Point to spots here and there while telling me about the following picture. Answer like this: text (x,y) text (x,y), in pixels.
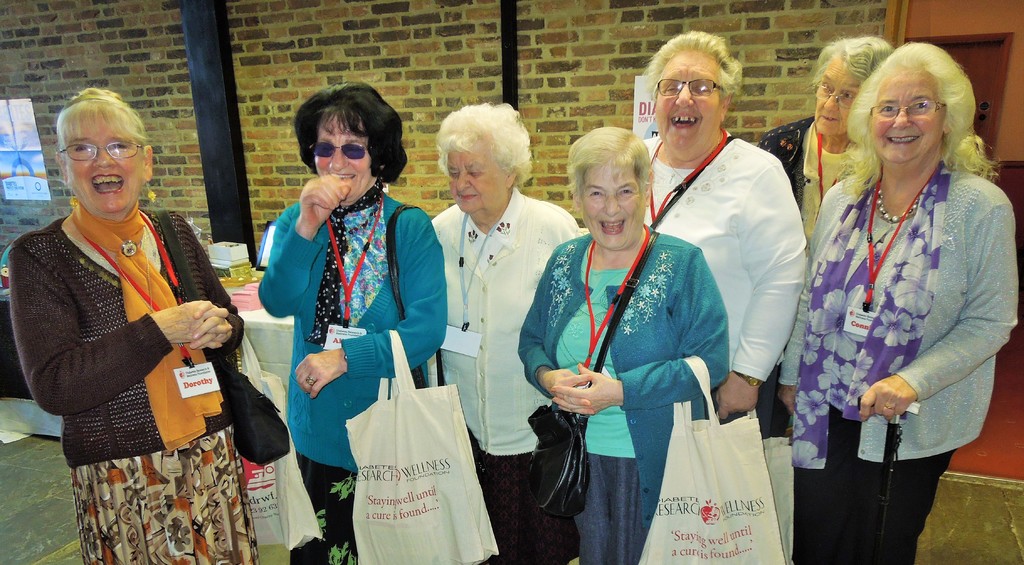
In this image at front (772,287) there are women's (776,306) standing on the floor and they are laughing. Behind them there is table (263,332) and some objects (244,267) were placed on it. At the back side (304,89) there is a wall (439,57).
